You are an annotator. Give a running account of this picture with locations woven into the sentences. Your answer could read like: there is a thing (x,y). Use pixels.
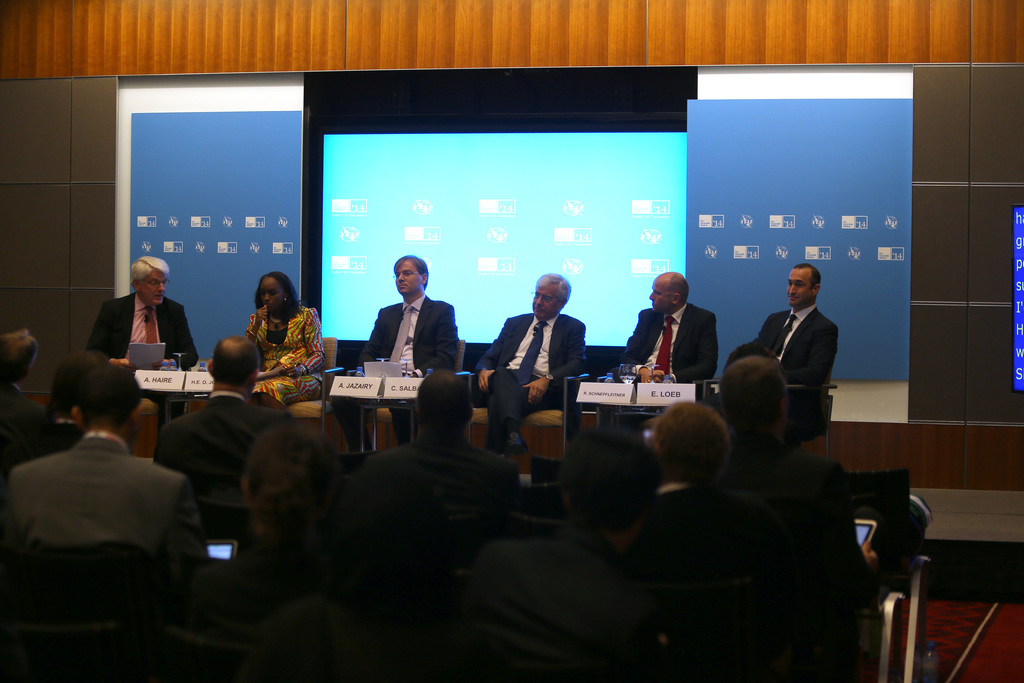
In this image we can see a group of people (654,309) sitting on the chairs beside a table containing the name boards (373,382) and some glasses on it. On the bottom of the image (371,582) we can see some people (378,575) sitting on the chairs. In that some are holding the devices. On the backside (355,268) we can see a display screen (349,271), some boards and a wall (93,303).
